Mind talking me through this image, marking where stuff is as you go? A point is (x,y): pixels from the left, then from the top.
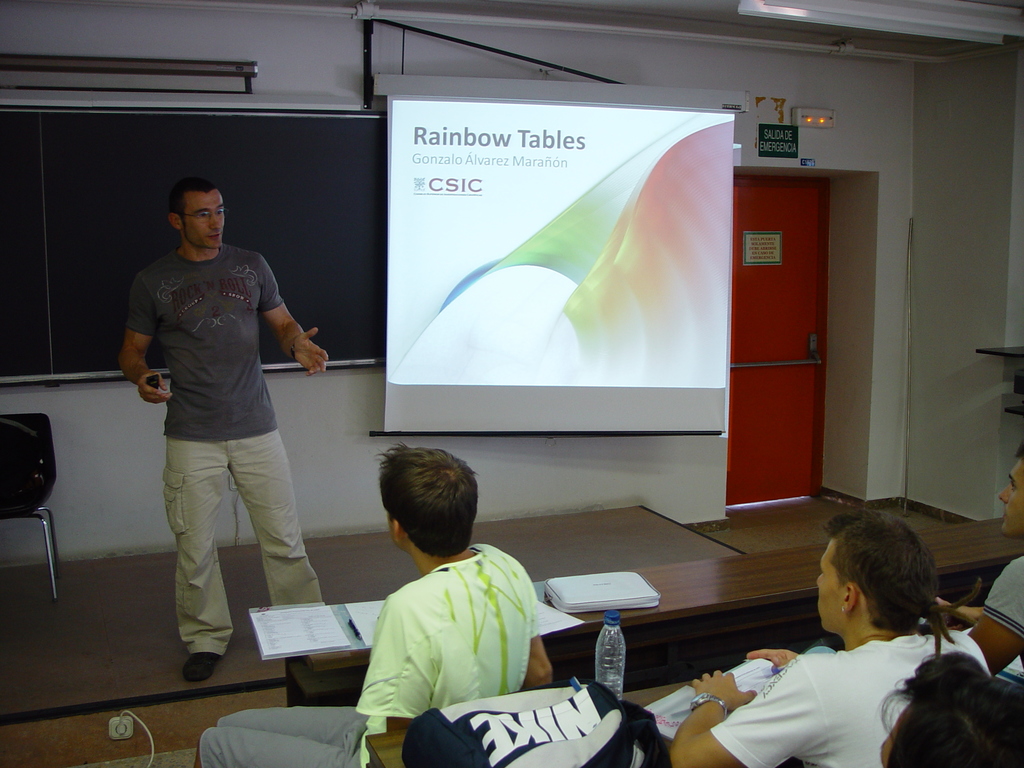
A picture of a room (461,96). This man (198,517) is standing on a stage (180,677). Black board (346,241) is attached to a wall (277,59). A screen (685,206). This persons (837,558) are sitting on a chair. In-front of this person (920,559) there is a table (698,595). On a table (698,595) there is a book (376,622), paper (363,615), bottle (597,677) and bag (513,724). This is door (781,302).
